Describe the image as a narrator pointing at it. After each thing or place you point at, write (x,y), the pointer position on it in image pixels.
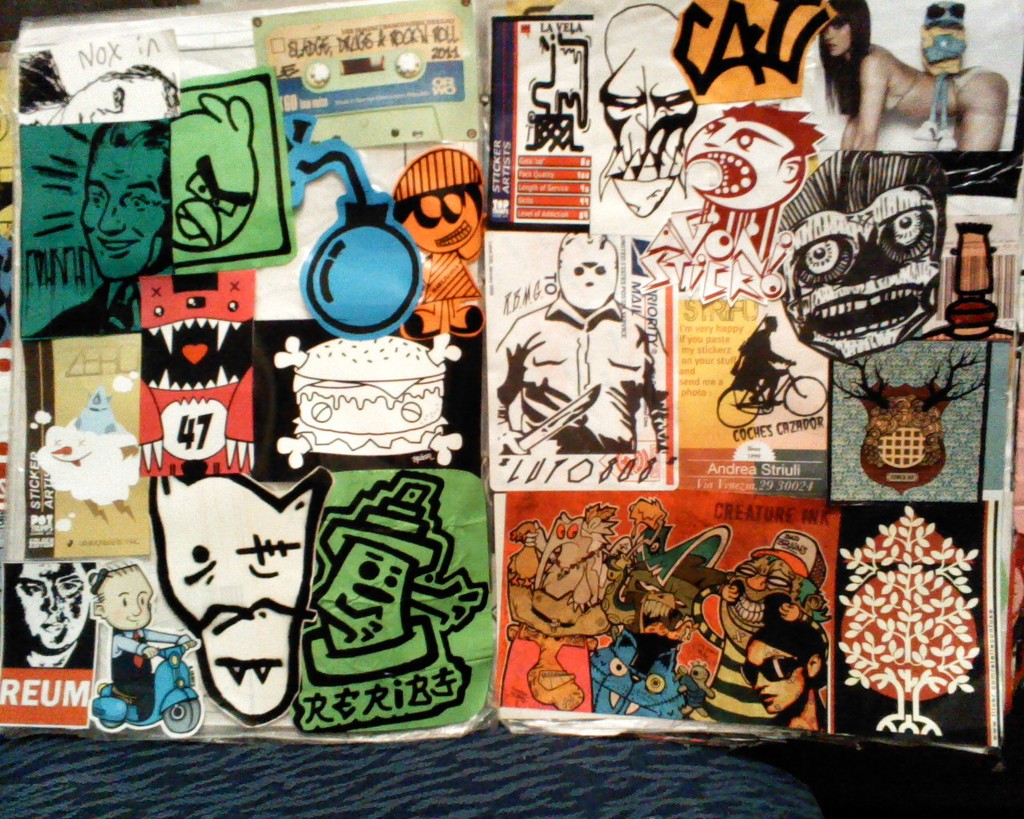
In this image, I think these are the posters (888,295). I can see the pictures (345,243) of the persons (136,172), tree (908,646), cartoon images (142,665) into posters (528,586). At the bottom of the image (439,785), I think this is a cloth (383,775) with a design (231,799) on it.
